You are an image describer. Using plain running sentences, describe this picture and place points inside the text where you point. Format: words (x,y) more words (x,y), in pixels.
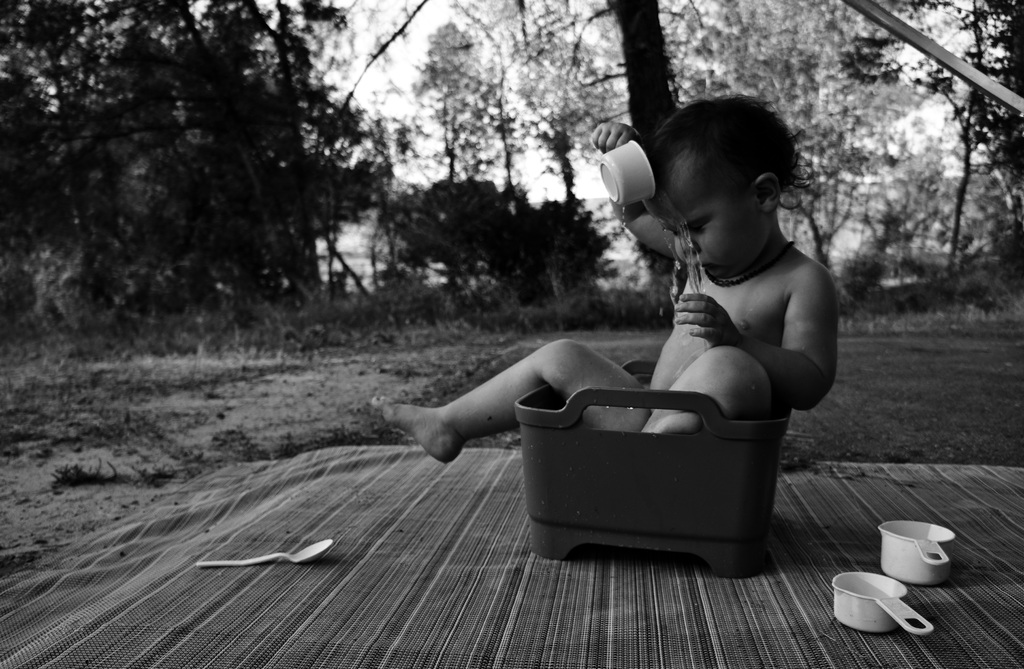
This is a black and white image where a boy (734,305) sitting in a basket (658,491) pouring water (686,234) through a cup (637,192) on his body (649,213) and we can also see two cups (888,576) and spoon (264,556) on the ground (688,586). In the background (497,172), there are trees (248,207) and the sky (406,78).
